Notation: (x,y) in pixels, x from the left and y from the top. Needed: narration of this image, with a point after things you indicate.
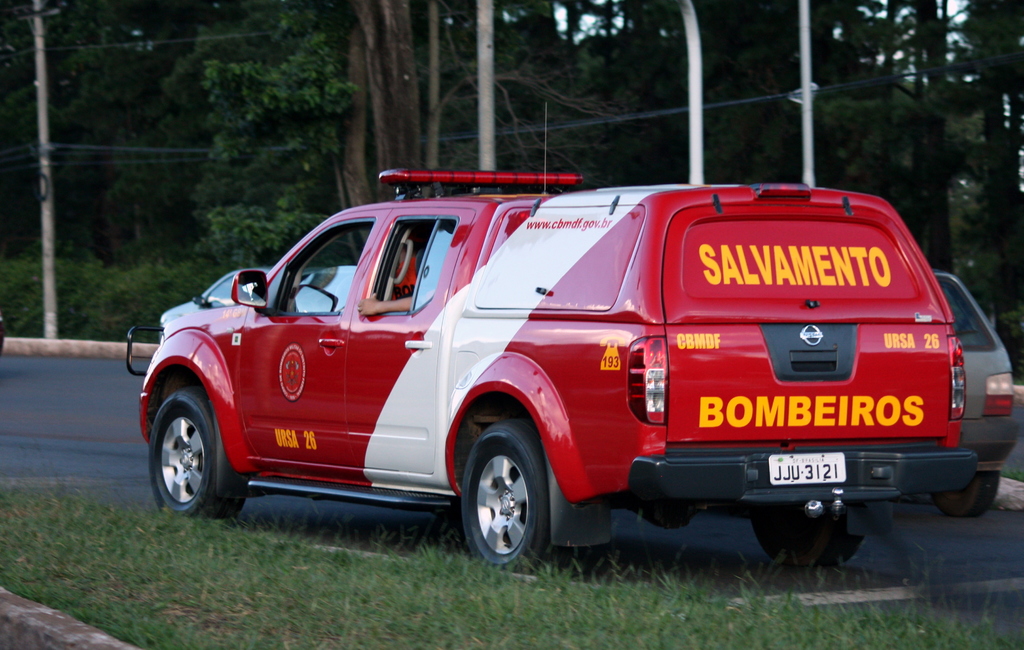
In this image, we can see vehicles (545,516) are on the road (853,560). At the bottom (650,639), we can see grass (272,597). Background there are so many trees (797,140), poles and wires (1020,56). Here a person's hand (390,308) is visible from outside of a vehicle (508,266).
